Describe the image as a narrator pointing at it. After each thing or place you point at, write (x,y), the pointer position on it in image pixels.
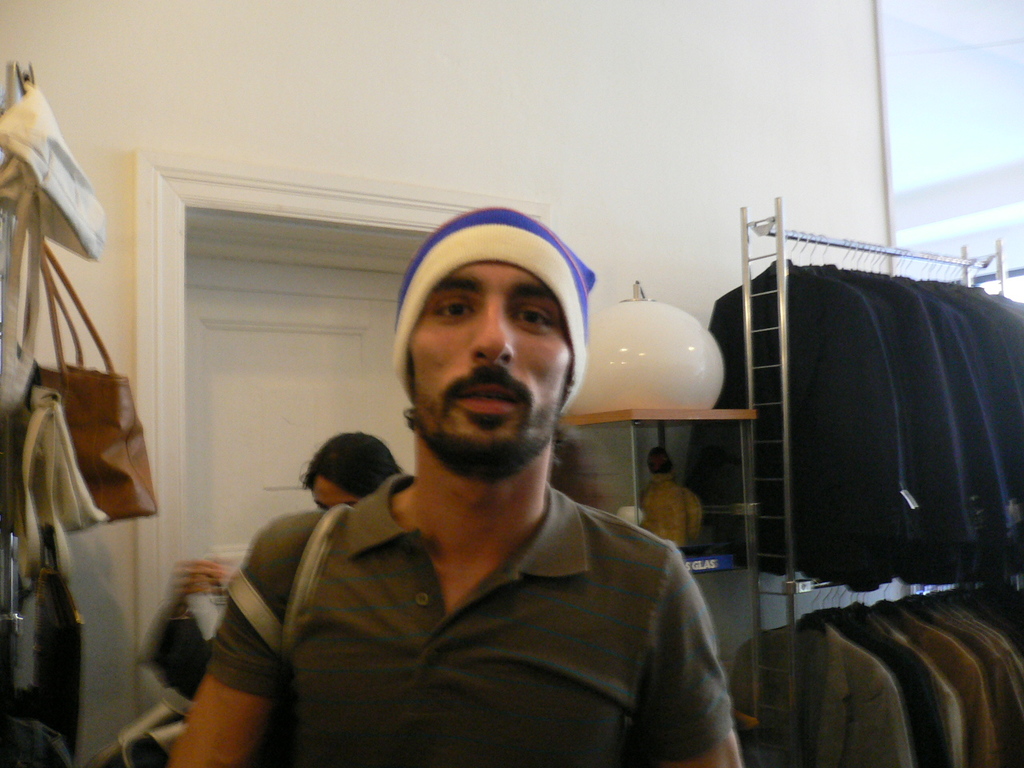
In this picture we can see a person (555,624), he is wearing a cap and in the background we can see a woman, bags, wall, clothes (1011,536) are hanged to the hanger (754,612).
